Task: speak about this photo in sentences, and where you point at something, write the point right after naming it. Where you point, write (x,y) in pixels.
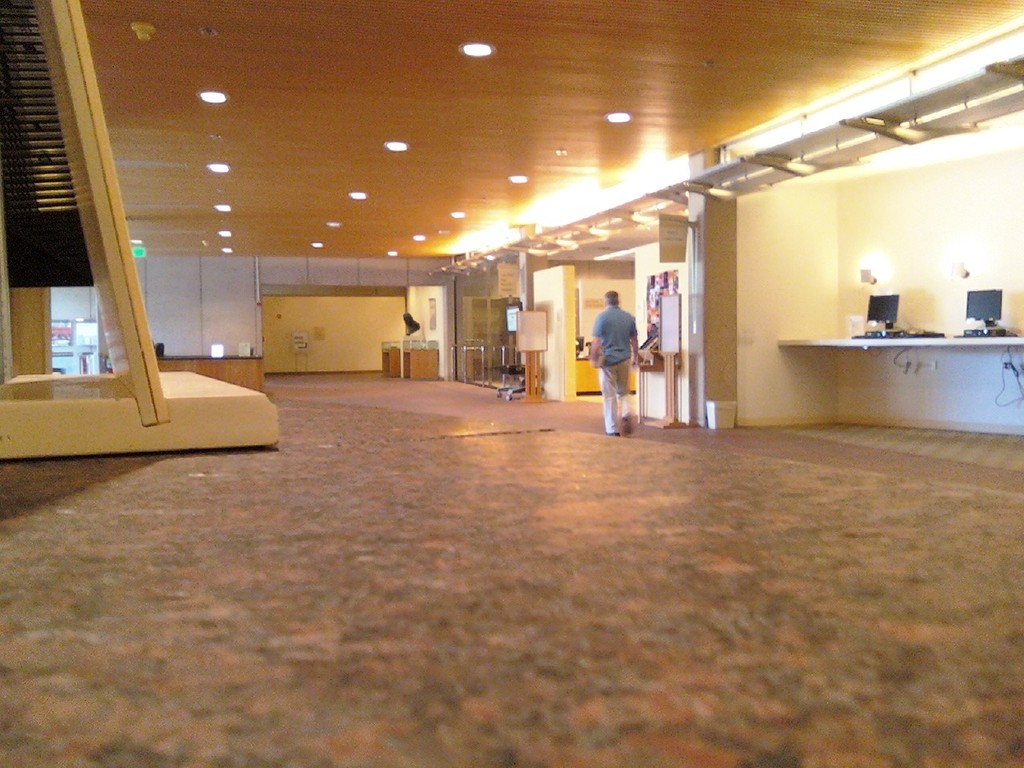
In this picture I can see a person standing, there are monitors (998,305) and some other objects (979,326) on the table (857,341), there are cables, lights (725,194), boards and some other objects (69,190).
